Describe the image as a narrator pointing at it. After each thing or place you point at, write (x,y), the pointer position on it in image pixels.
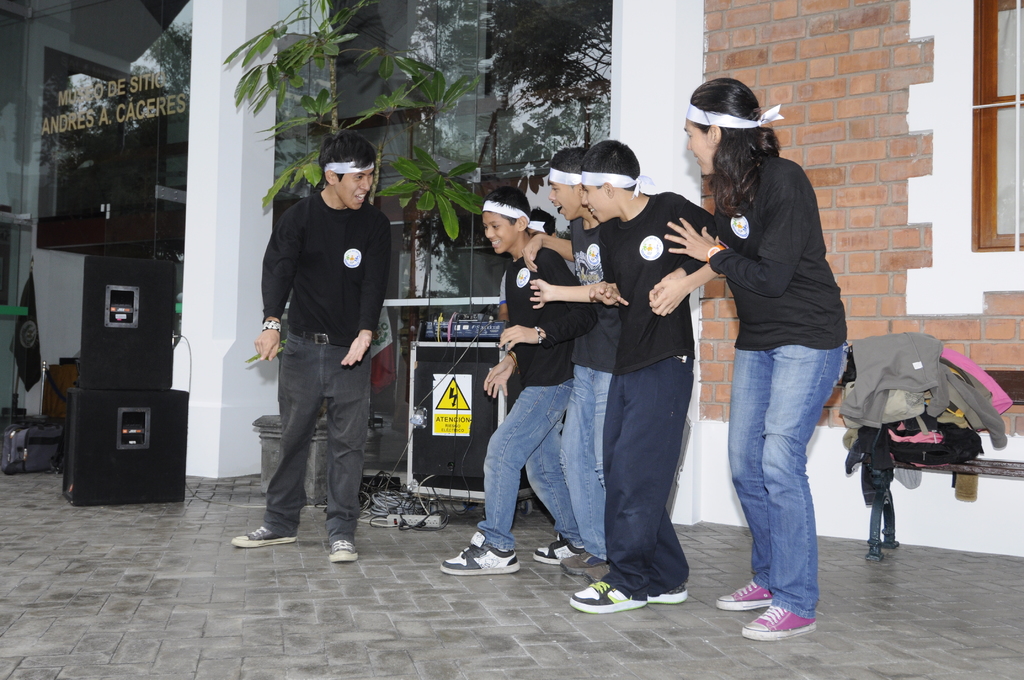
In this image we can see few people (581,277) standing on the floor (310,601), there are speakers (108,417) and few objects (413,510) on the floor (37,480) and there are few objects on the bench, there is a potted plant (309,159), a wall (851,532) with window (1005,13) and there is a glass (479,84) with text (137,109) and on the glass (538,76) we can see the reflection of trees (534,101) in the background (534,101).
